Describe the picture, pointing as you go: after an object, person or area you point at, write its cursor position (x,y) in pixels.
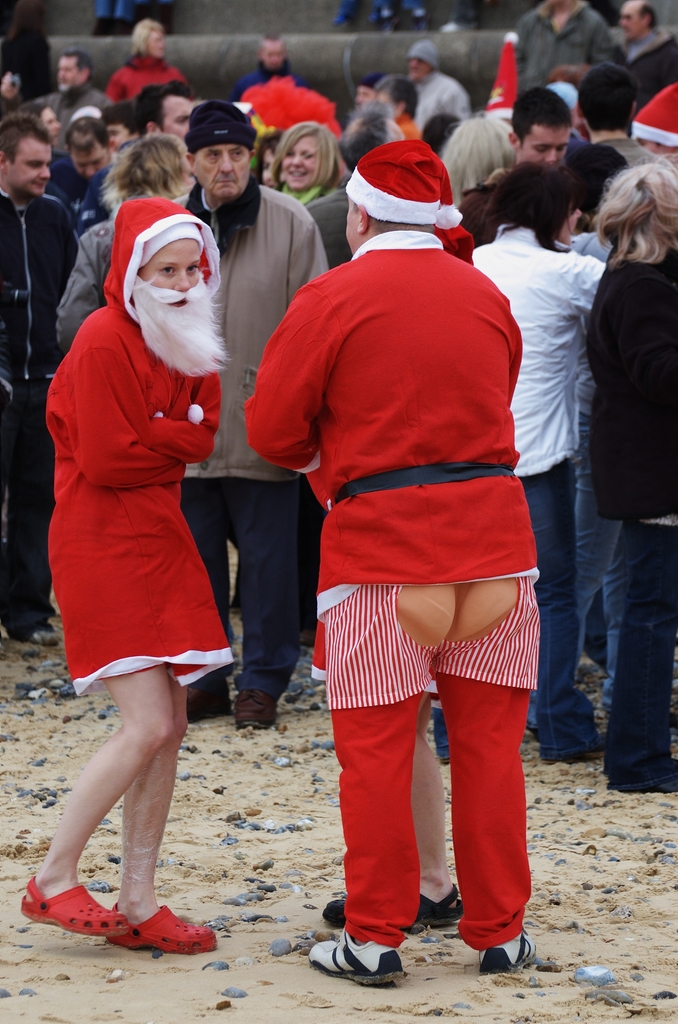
In this image I can see three persons (354,620) in santa claus dresses (323,670). In the background (294,241) there are group of people (434,131) and few of them are wearing santa claus hats (495,89).
